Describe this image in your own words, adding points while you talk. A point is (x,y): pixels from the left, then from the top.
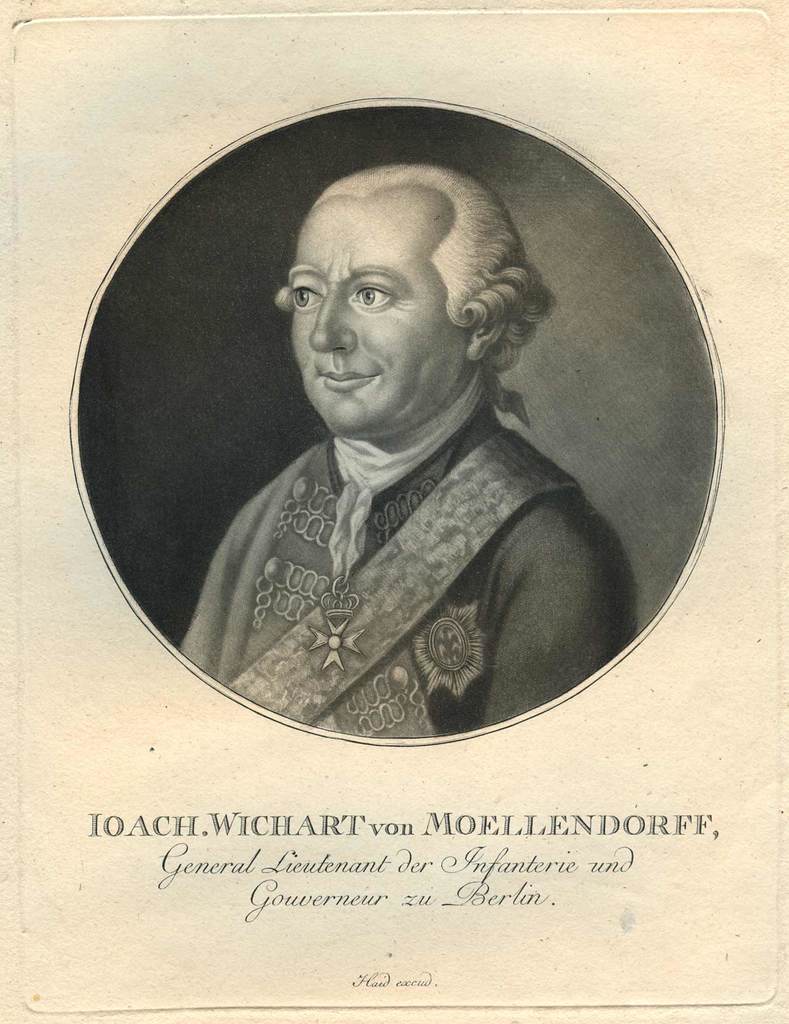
In this image there is an image (422,372) of a person (327,413) and some text (372,867) on the paper (39,554).
